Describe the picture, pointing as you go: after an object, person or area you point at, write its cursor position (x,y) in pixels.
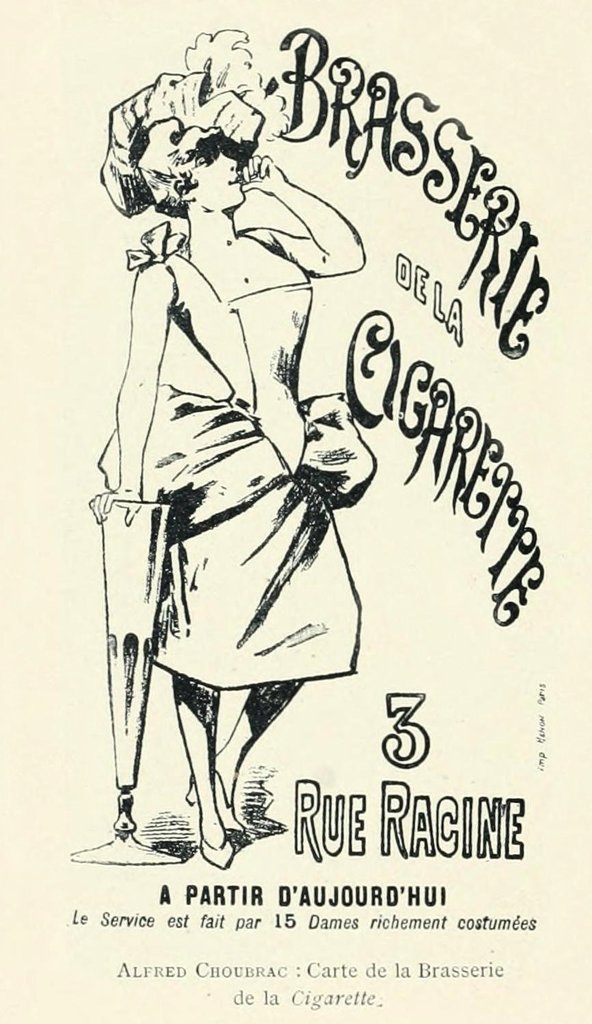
This is a sketch and here we can see a person (279,434) standing and holding a stand (146,576) and there is some text (404,284) written.
